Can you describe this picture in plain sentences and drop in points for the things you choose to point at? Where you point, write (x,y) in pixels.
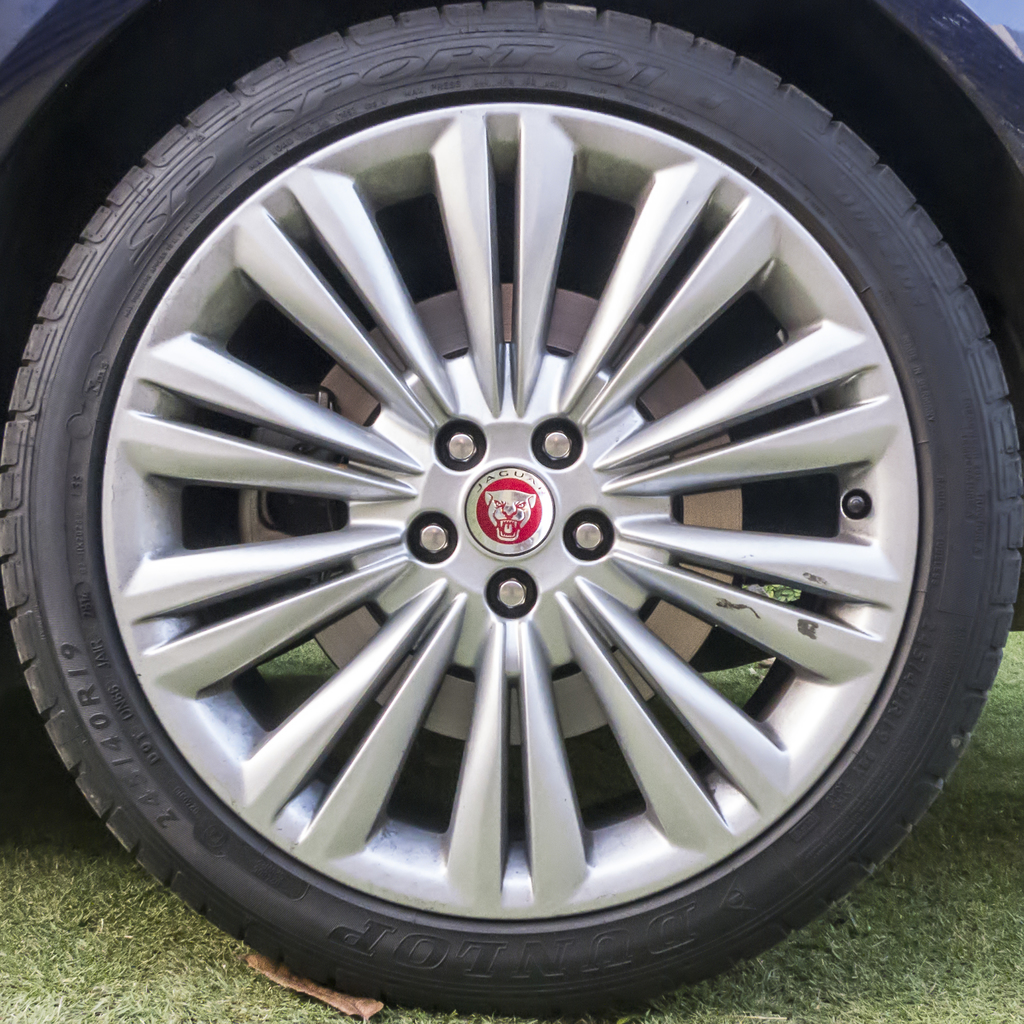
In the picture there is a wheel (562,496) of a vehicle (577,615) and under the wheel (741,930) there is a grass surface (35,1011).
